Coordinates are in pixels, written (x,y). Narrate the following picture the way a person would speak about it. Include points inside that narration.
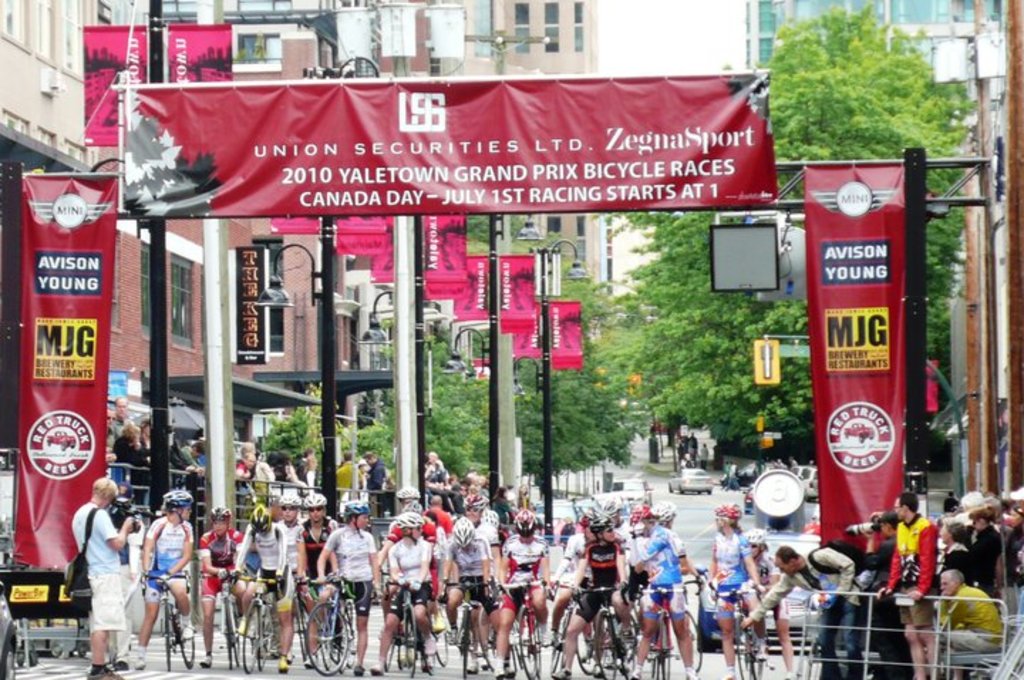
In the center of the image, we can see people (439,539) wearing helmets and sitting on the bicycles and we can see some other people (827,568) and some of them are holding cameras (135,523). In the background (231,370), there are banners (532,282), poles (501,255), lights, boards (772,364), trees (735,379), buildings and we can see vehicles (697,490) on the road (711,498).
